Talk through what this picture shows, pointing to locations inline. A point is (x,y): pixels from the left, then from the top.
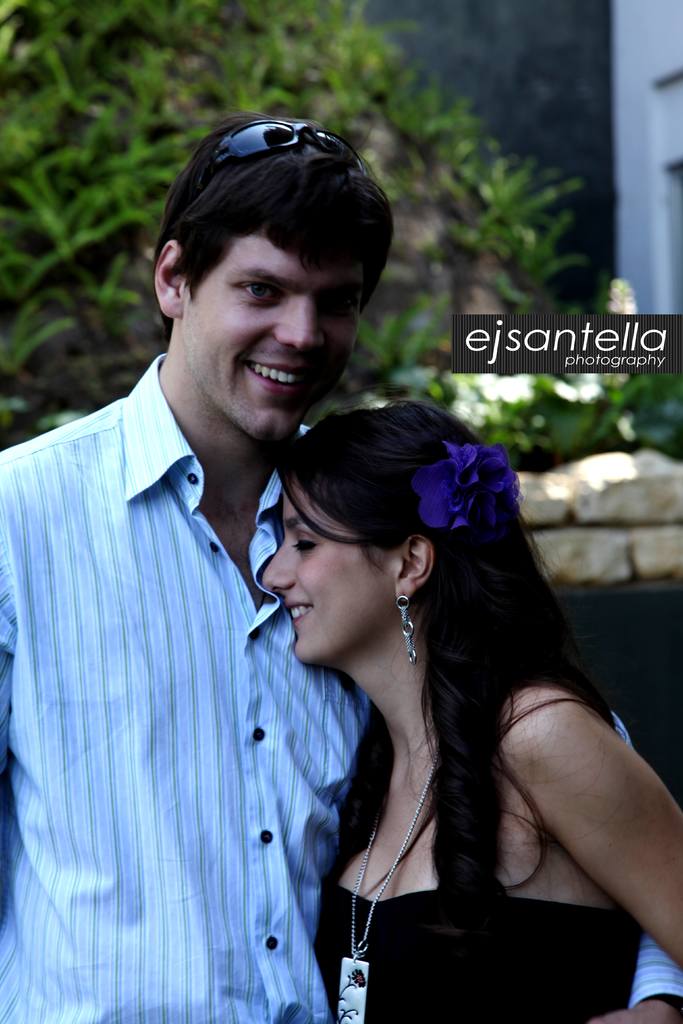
In this image I see a man (157,537) who is wearing white shirt (106,752) and I see a woman (325,642) who is wearing black dress (364,925) and I see that both of them are smiling and I see shades (223,145) on his head (275,220) and I see a violet color flower (450,445) on her head (417,453) and it is blurred in the background (395,99) and I see the watermark (528,347) over here.
